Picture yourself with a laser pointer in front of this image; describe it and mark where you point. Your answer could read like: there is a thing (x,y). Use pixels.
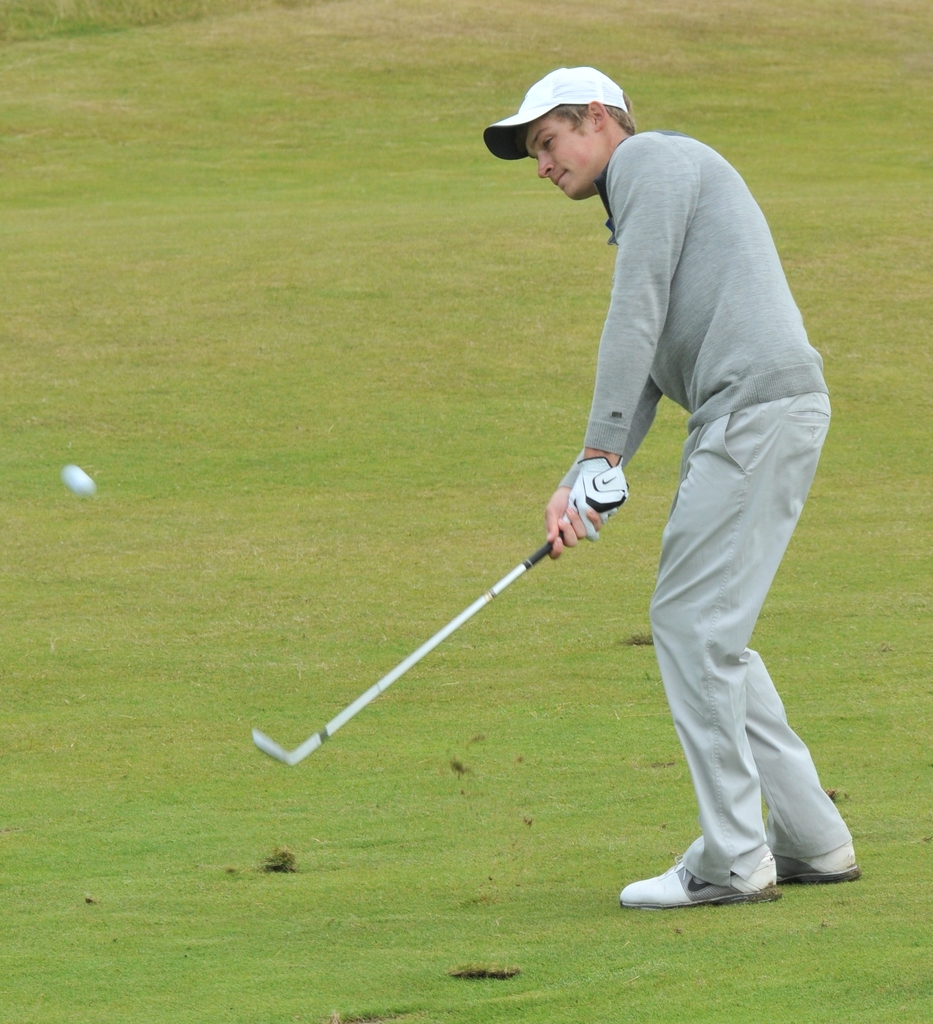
In the picture we can see a man (767,847) standing on the grass surface (575,820) and holding a golf club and hitting the ball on the surface (184,892) and he is wearing a sweater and white cap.
